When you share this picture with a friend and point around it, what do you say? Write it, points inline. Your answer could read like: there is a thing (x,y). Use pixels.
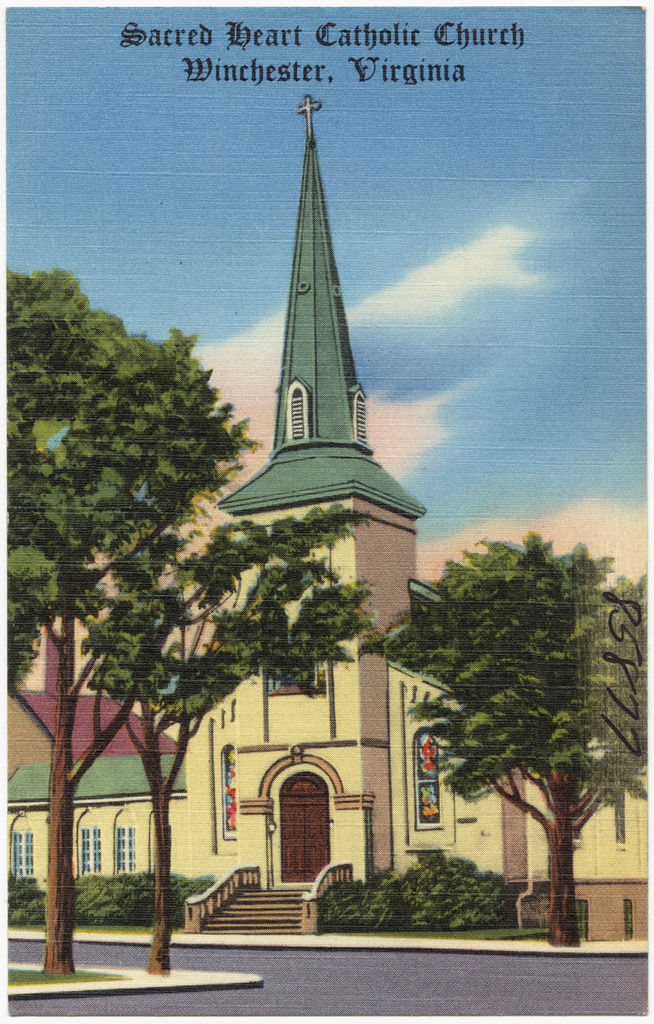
In this image I can see it is a painted image there are trees (468,757) on either side. In the middle (387,491) there is a church (379,529) at the top (486,208) it is the sky (545,226) and there is the matter (430,71) in black color.
